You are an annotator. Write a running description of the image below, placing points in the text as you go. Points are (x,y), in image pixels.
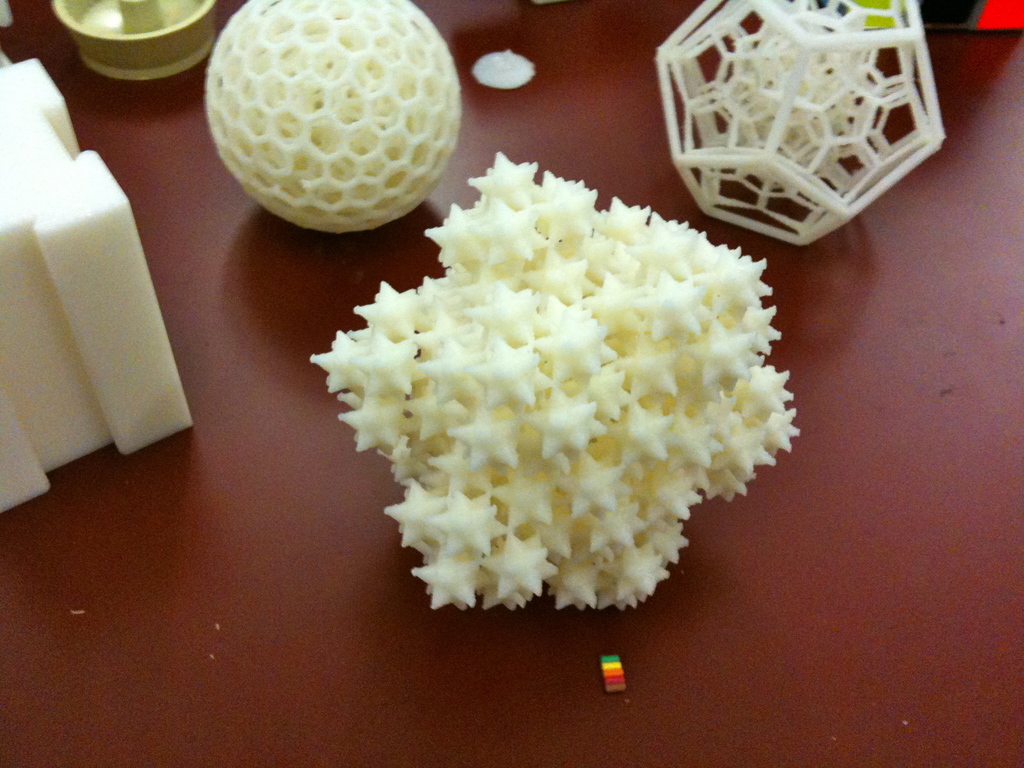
In this picture we can see a ball (384,171), some objects (515,230) and these all are placed on the platform (256,510).
